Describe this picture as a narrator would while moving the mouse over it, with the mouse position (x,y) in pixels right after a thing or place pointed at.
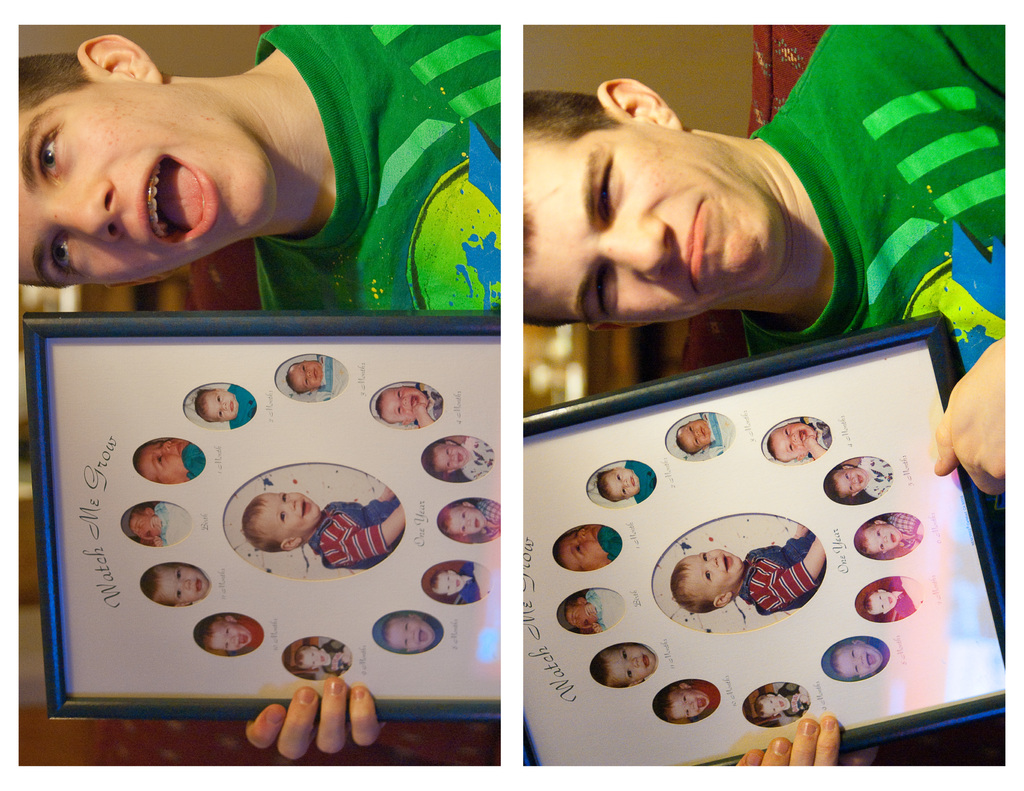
In this picture I can see collage of couple of pictures, in the first picture I can see a man (263,151) holding a photo frame (203,486) with some text (111,567) and few pictures (273,490) and in the second picture I can see a man (825,234) sitting and holding a photo frame (659,564) with some text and few pictures (757,575) and in the both pictures I can see a wall (566,29) in the background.
